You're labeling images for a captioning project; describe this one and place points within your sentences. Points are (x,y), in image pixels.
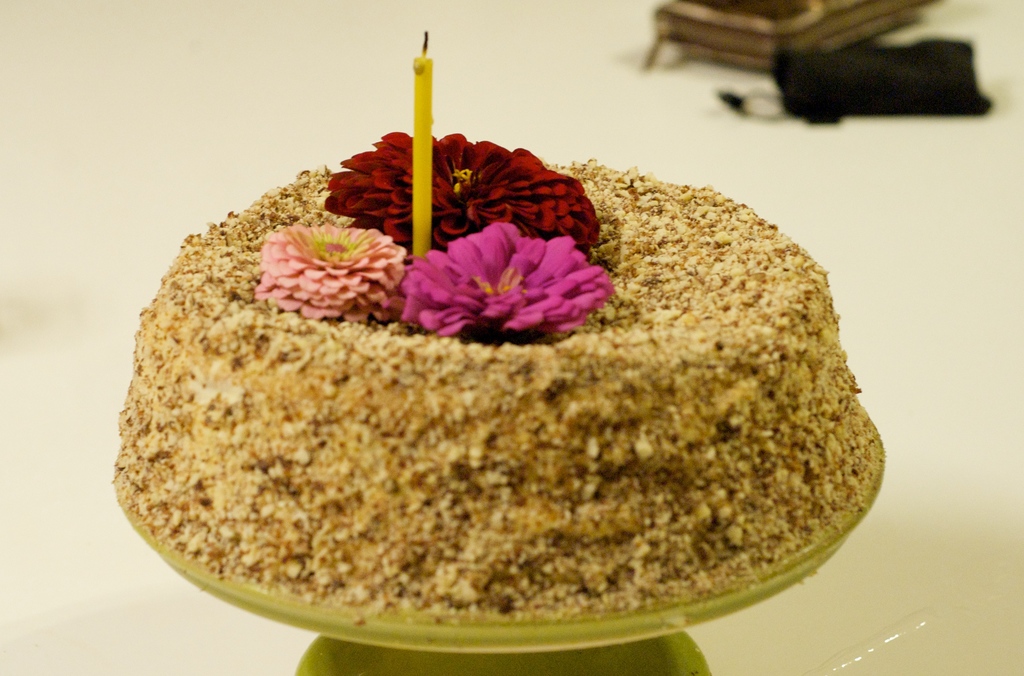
In this image, we can see a food item (458,372) with some flowers (458,307) and a candle (417,68) is placed on an object (575,643). We can see the ground (993,30) with some objects (710,52).
